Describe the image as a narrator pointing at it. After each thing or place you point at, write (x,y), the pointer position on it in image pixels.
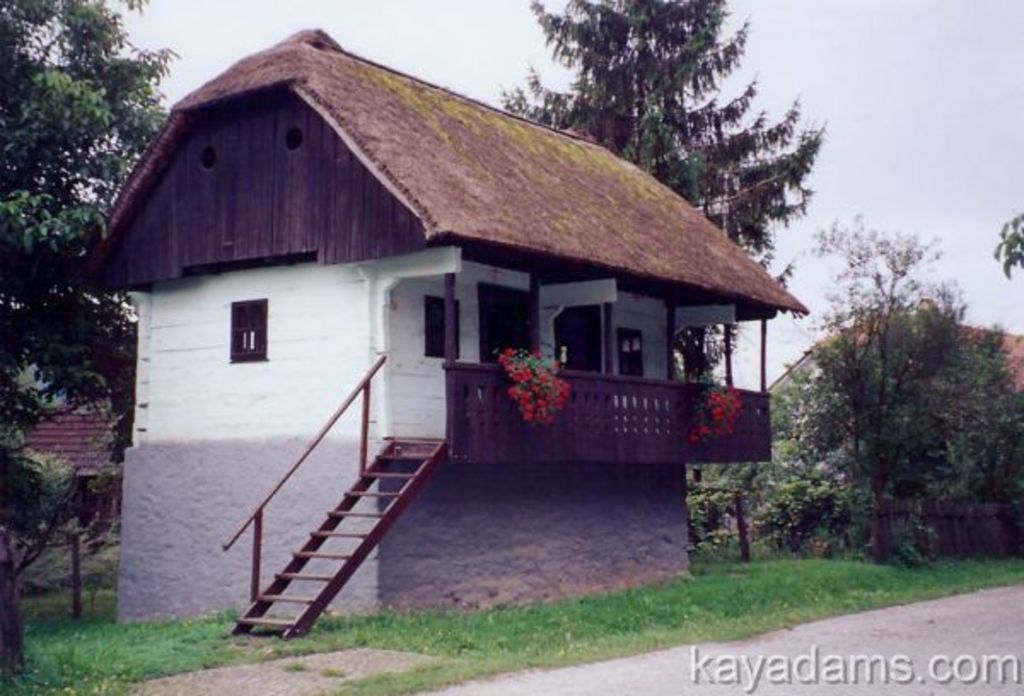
In this image we can see a building (363,335) with windows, steps (361,552) with railings (327,425). Also there are pillars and another railing (567,415). On that there are flowering plants (531,362). On the ground (424,633) there is grass (733,581). Also there are trees (3,369). In the background (924,81) there is sky (826,99). In the right bottom corner (832,663) something is written. In the background (88,425) there are buildings (85,437).
